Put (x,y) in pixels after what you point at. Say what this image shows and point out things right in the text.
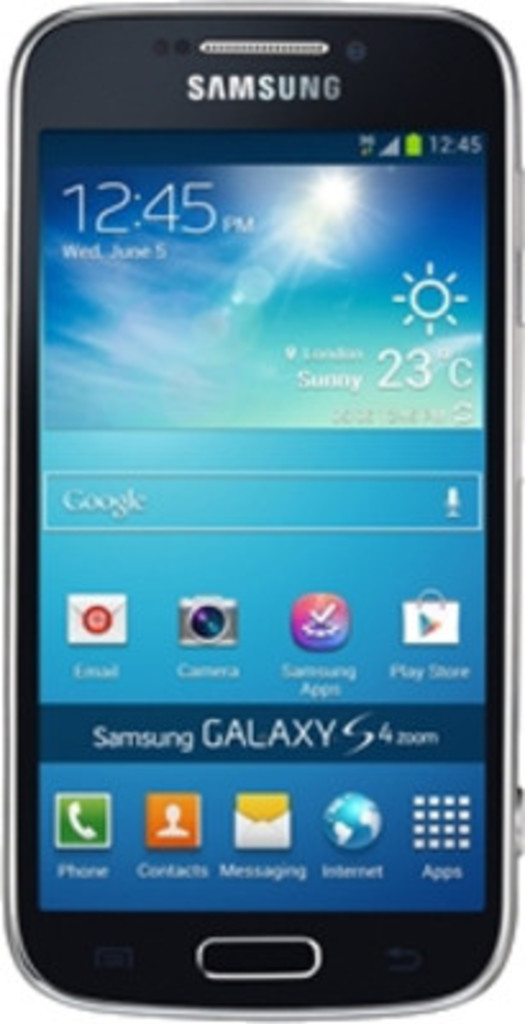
In this image we can see a depiction of a mobile phone (190,577) with some text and applications (197,621) on the screen (254,777).
